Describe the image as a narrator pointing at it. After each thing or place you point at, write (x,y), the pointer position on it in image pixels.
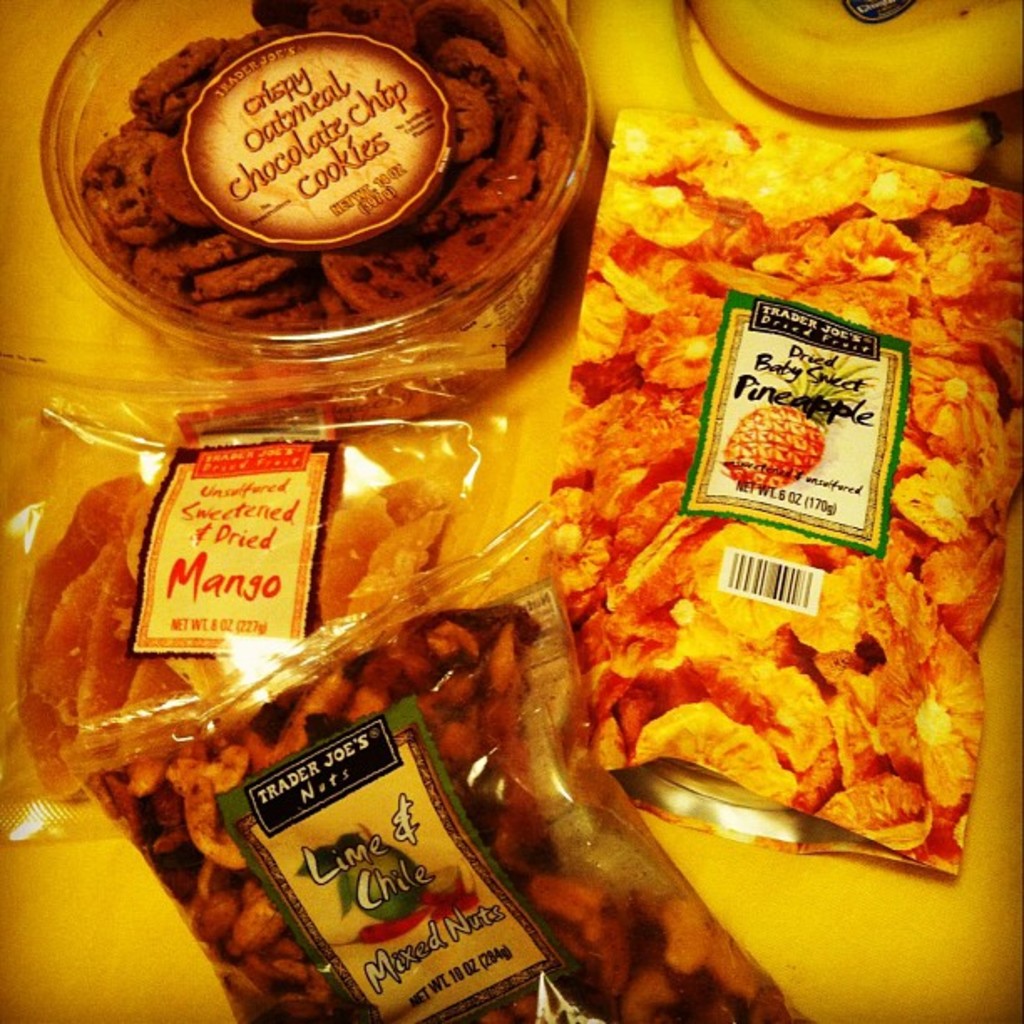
In this picture there food items (414,501) in the covers (298,638) and in the boxes (380,103) and there are labels (734,406) on the covers (610,348) and on the boxes (374,82). At the bottom (854,890) it might be a table (904,912).
